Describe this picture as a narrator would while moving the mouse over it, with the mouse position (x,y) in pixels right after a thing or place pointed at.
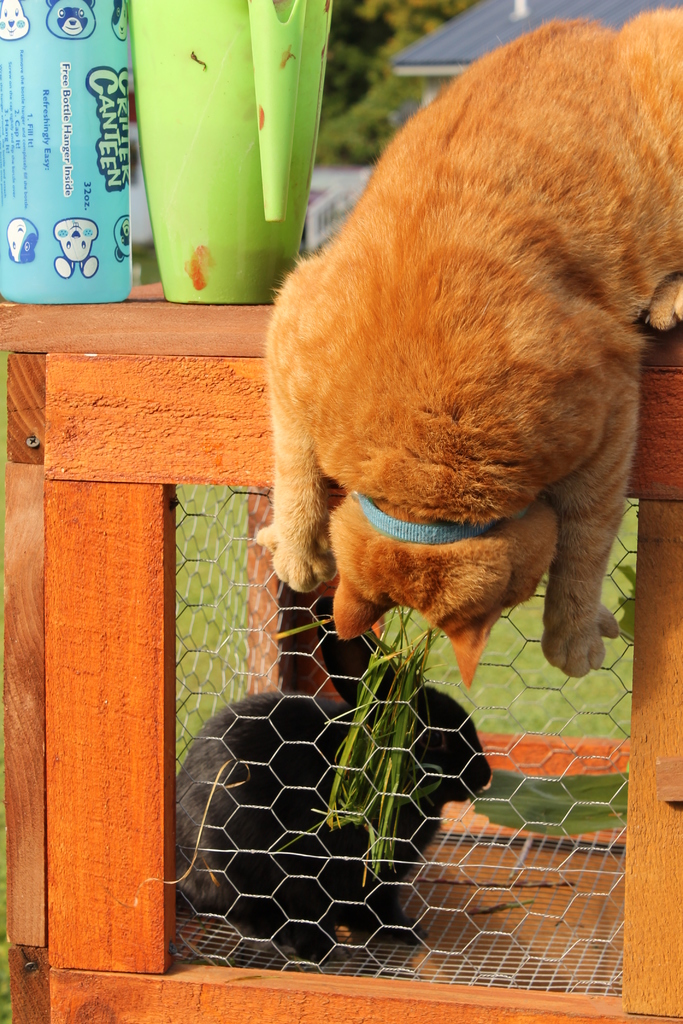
We can see cat (450,250) and containers (187,160) on the wooden surface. We can see rabbit (302,709) inside a mesh box (630,986), through this mesh (544,777) we can see grass (476,680). Background (461,24) we can see roof top (461,44).
